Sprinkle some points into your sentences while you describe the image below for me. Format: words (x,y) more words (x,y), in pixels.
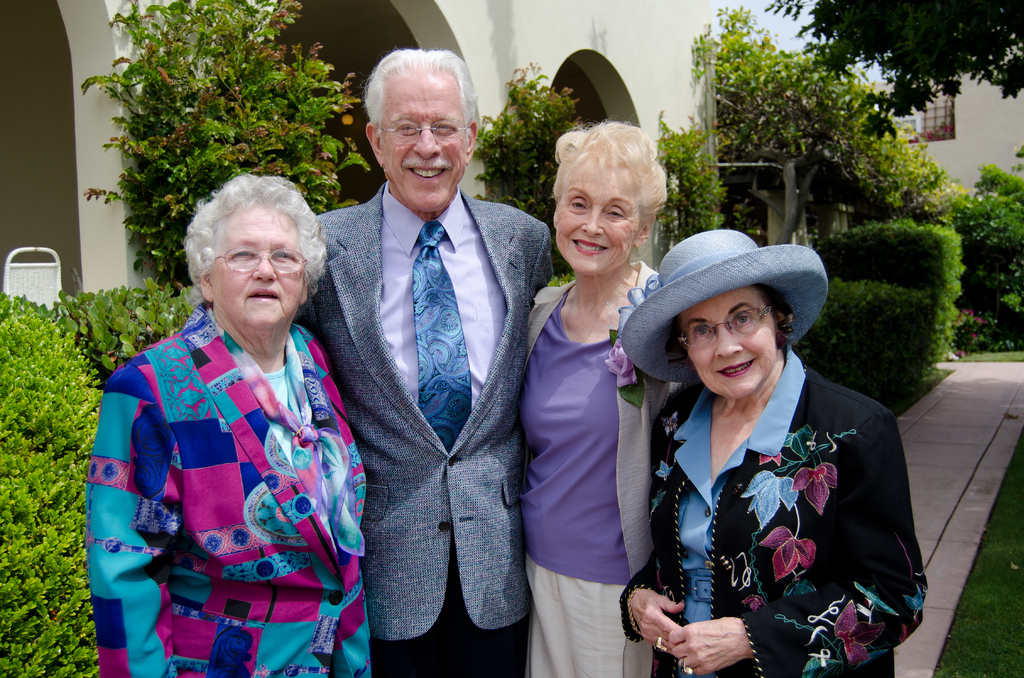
In this image there are four persons (453,443), there are plants (943,287), there is grass (1000,593), there is wall (977,137).
